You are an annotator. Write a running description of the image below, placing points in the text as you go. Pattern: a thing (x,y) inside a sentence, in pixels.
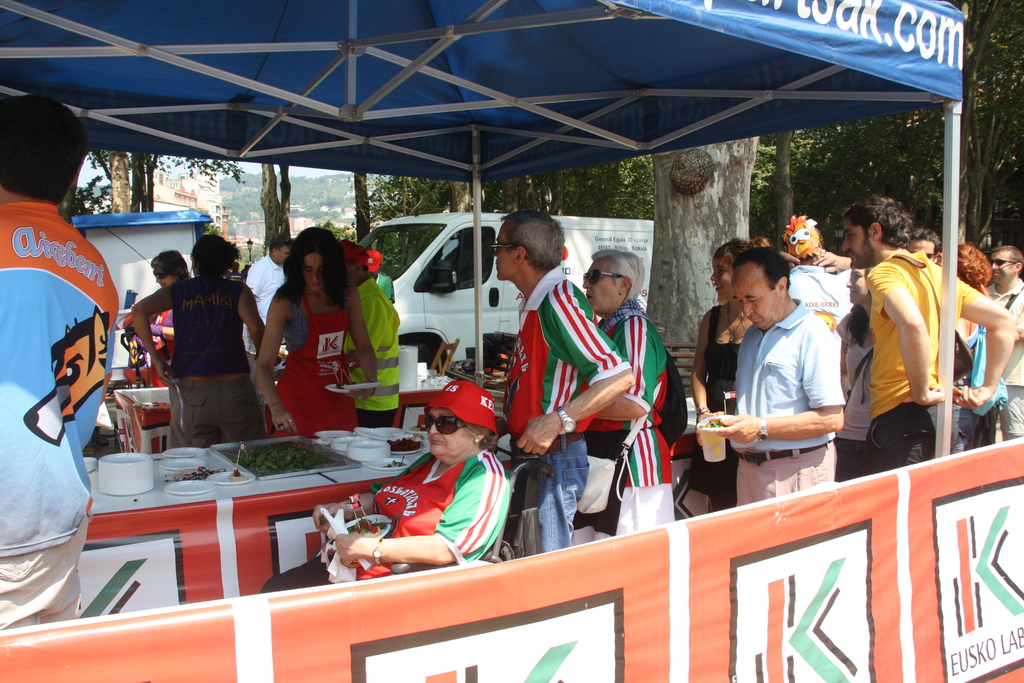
In this image in the front (714,584) there is a board (864,642) with some text (817,663) written on it. In the background (908,334) there are persons (734,362) standing and sitting and in the center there is a table (245,500) and on the table (258,496) there is food (295,461) and there is a tent (630,154) and on the tent (754,101) there is some text (900,42) written on it and there are poles (404,150). In the background (287,204) there are trees (554,177), buildings (204,210) and there is a vehicle (436,244).
